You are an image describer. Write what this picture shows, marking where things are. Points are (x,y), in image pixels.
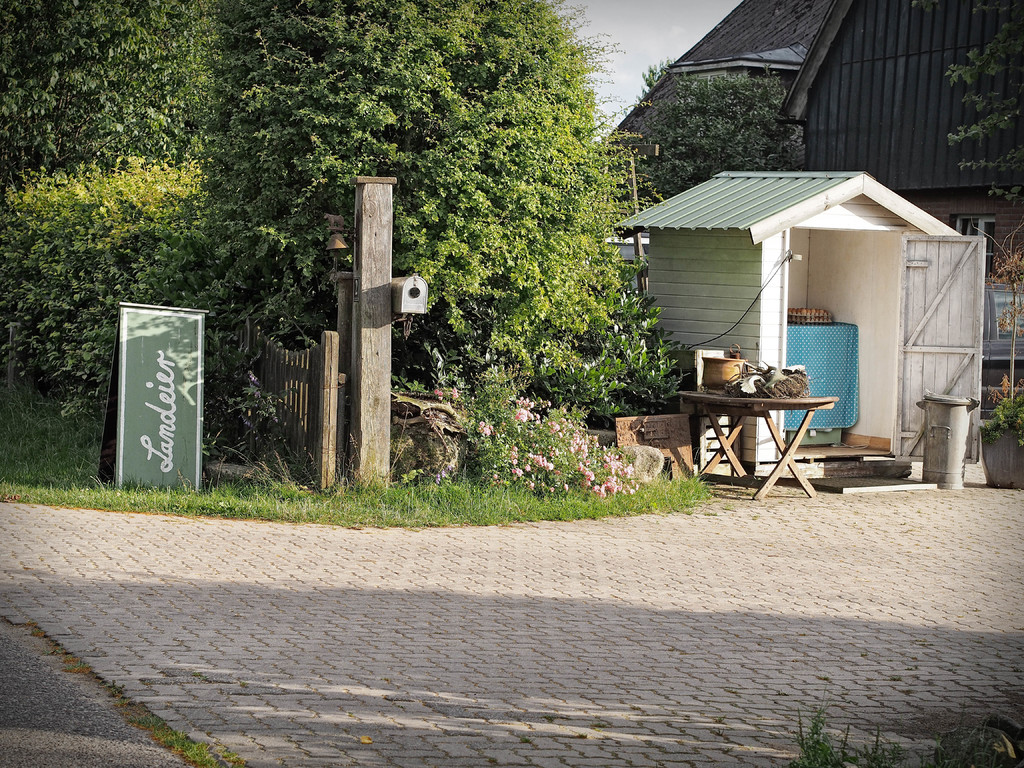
At the bottom of the image (208,517) there is a floor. Behind the floor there is a wooden fencing (322,404), table (779,437) with few items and also there is a name board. On the right side of the image (693,283) there is a small room (721,343) with few items (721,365) in it. Behind that room (702,267) there is a house (880,71) with walls (880,71) and roofs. And in the background (402,108) there are trees (338,127).
